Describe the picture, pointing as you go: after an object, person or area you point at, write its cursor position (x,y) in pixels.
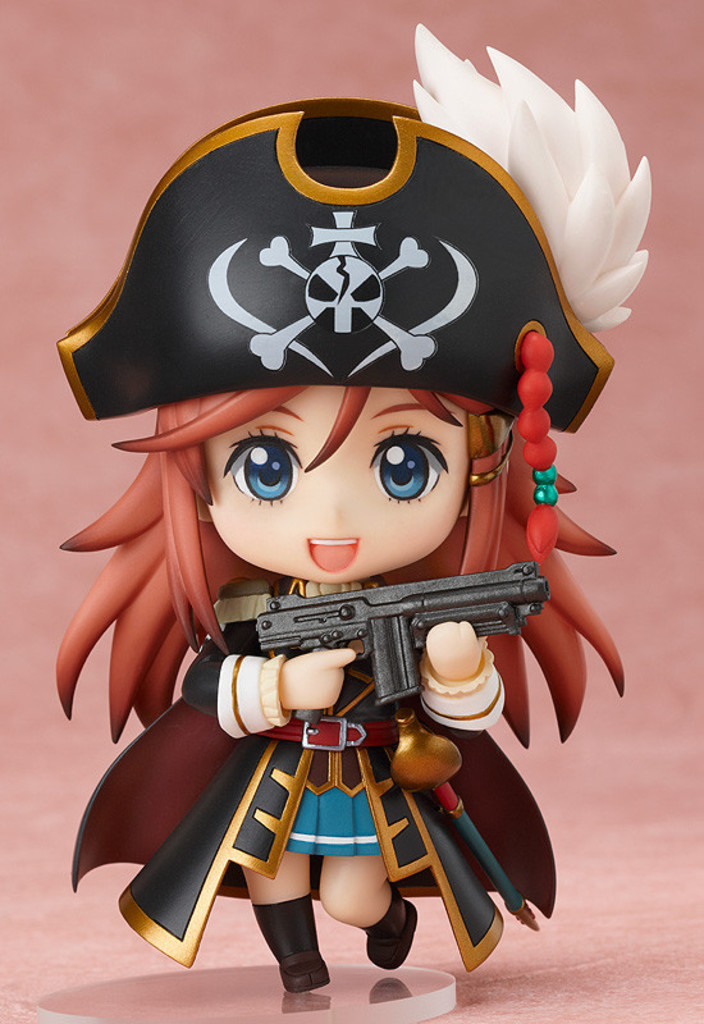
This is an animated image. In this picture, we see a cartoon toy (457,569) which is holding a gun (334,619). In the background (60,150), it is pink in color.
